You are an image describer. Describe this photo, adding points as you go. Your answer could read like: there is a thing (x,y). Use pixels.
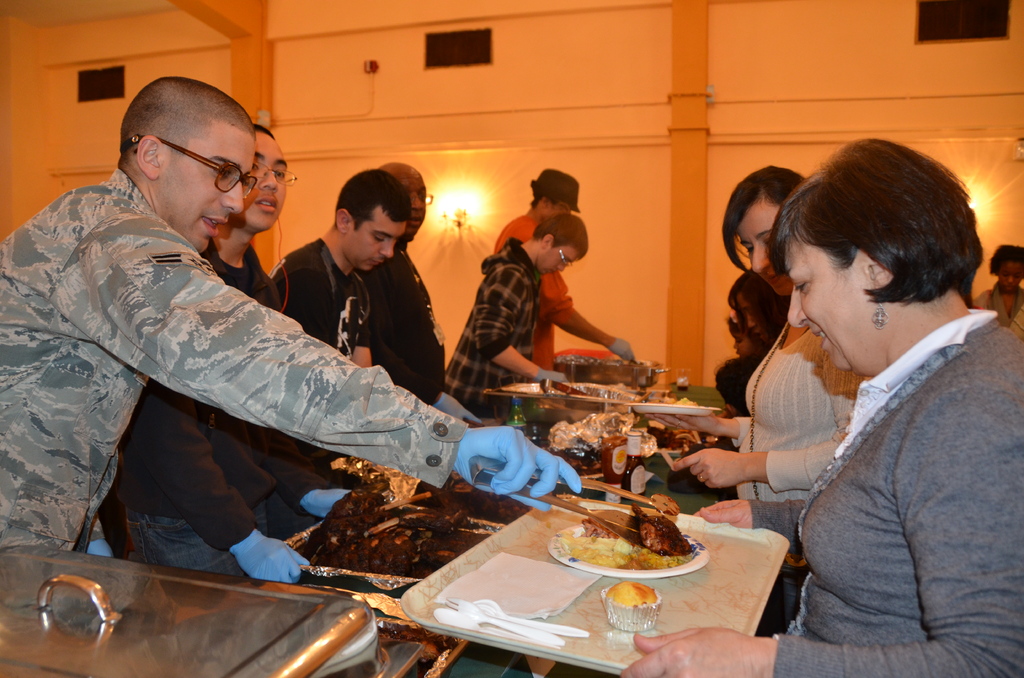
This is an inside view. Here I can see few people (897,563) are holding the plates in the hands (641,639) and standing around the table (368,589). On the table (368,573) many food items (496,501), bottles (605,454) and some other objects (346,571) are placed. On the left side (50,400) there is a man (58,402) serving the food (655,547). In the background (630,119) there is a wall (713,114) and there are few lights (455,199) attached to this wall (527,126).
